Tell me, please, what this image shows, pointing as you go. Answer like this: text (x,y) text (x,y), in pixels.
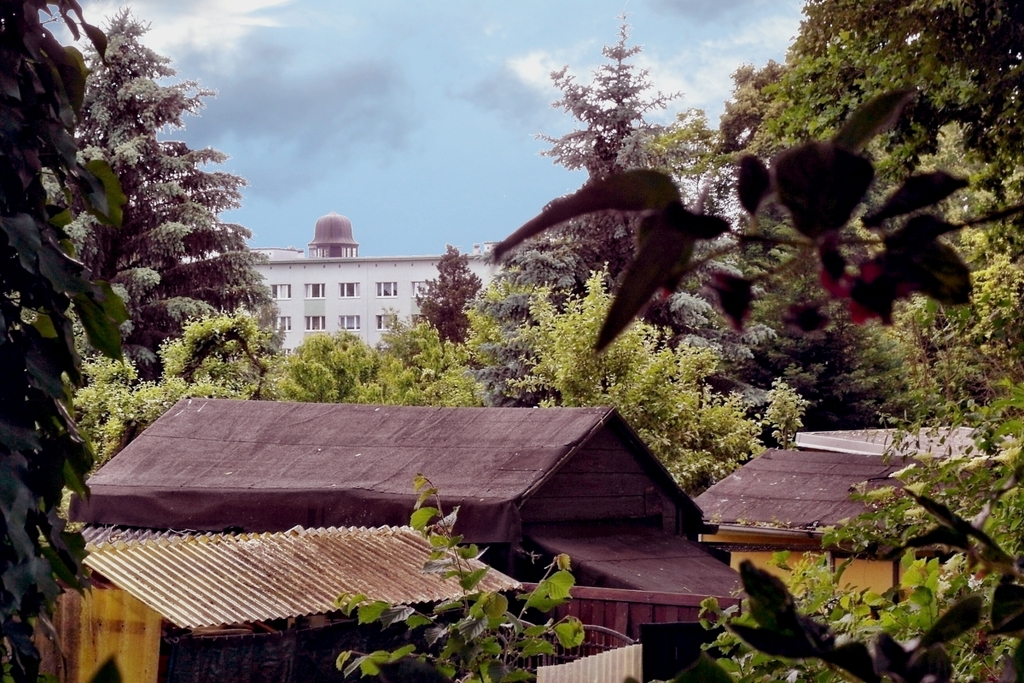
In this picture we can observe houses (495,491) and white color building (324,291). There are some trees (131,184). We can observe a dome (325,223) on the top of the building (306,297). In the background (359,110) we can observe a sky (345,99) with some clouds (375,116).
